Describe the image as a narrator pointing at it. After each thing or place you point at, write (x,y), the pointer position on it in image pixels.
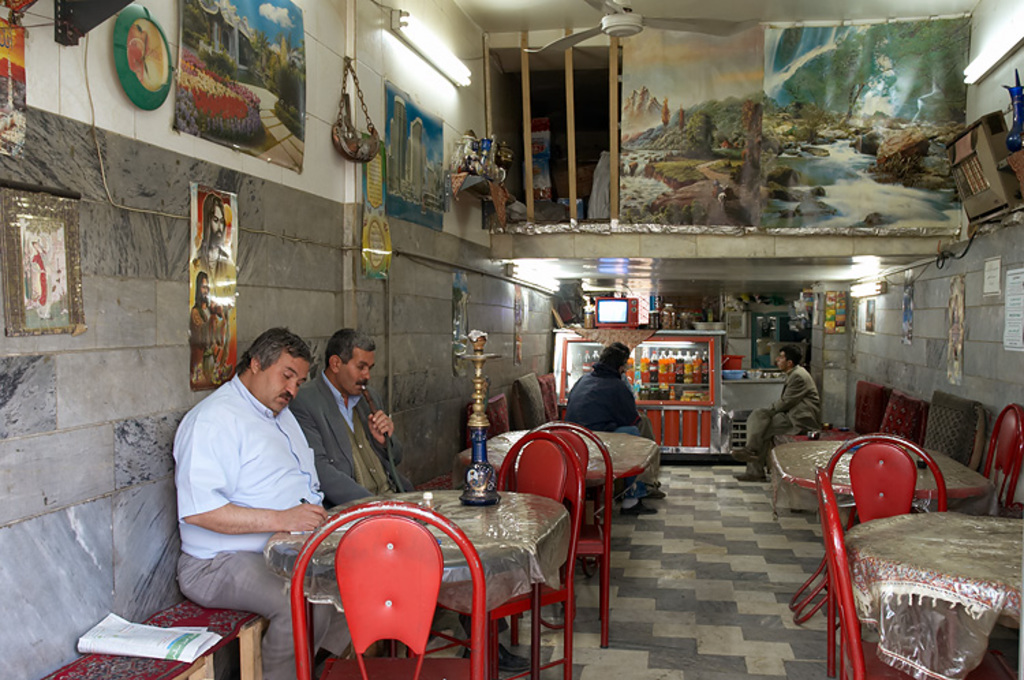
This picture is of inside the room (960,447). On the left (321,451) there are two men (293,409) sitting on the bench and we can see a hookah pot (478,375) placed on the top of the table (527,535). In the background (619,412) we can see a refrigerator (691,372) and persons (624,403) sitting on the chairs (882,463), a television (631,316), table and a picture frame (691,99), a ceiling fan (620,30) and a wall (922,325).
